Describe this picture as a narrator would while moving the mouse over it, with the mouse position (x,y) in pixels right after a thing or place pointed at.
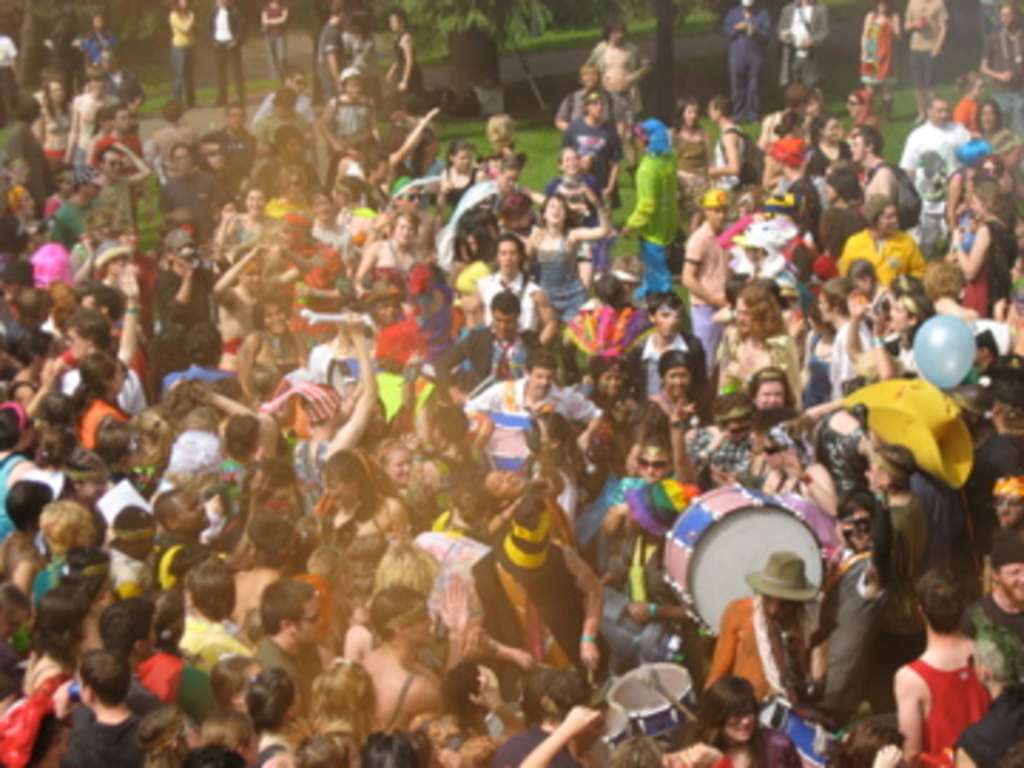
In front of the image there are a few people (599,580) holding the drums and there are a few people (468,307) standing. At the top of the image (544,141) there is grass (537,149) on the surface (539,127). In the background of the image (473,76) there are trees (584,2).
